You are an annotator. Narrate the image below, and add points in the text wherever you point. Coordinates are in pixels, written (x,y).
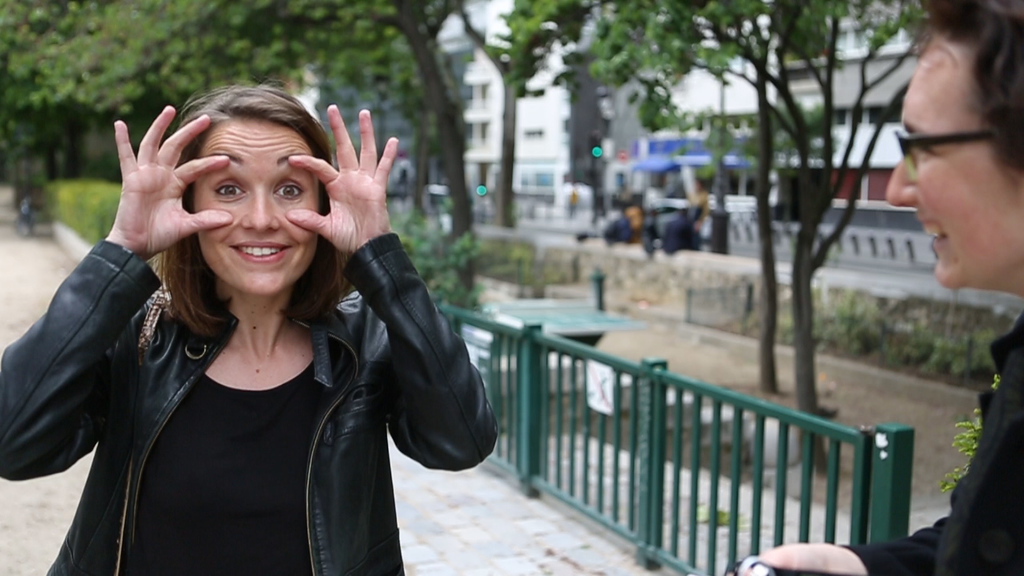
In the picture I can see a woman (235,325) and a person (961,247) are smiling. The woman (301,363) is wearing a black jacket (365,340). In the background (412,103) I can see buildings (572,155), trees (448,157), green color fence (560,376), plants (509,244) and some other objects (538,262). The background of the image (97,203) is blurred.
